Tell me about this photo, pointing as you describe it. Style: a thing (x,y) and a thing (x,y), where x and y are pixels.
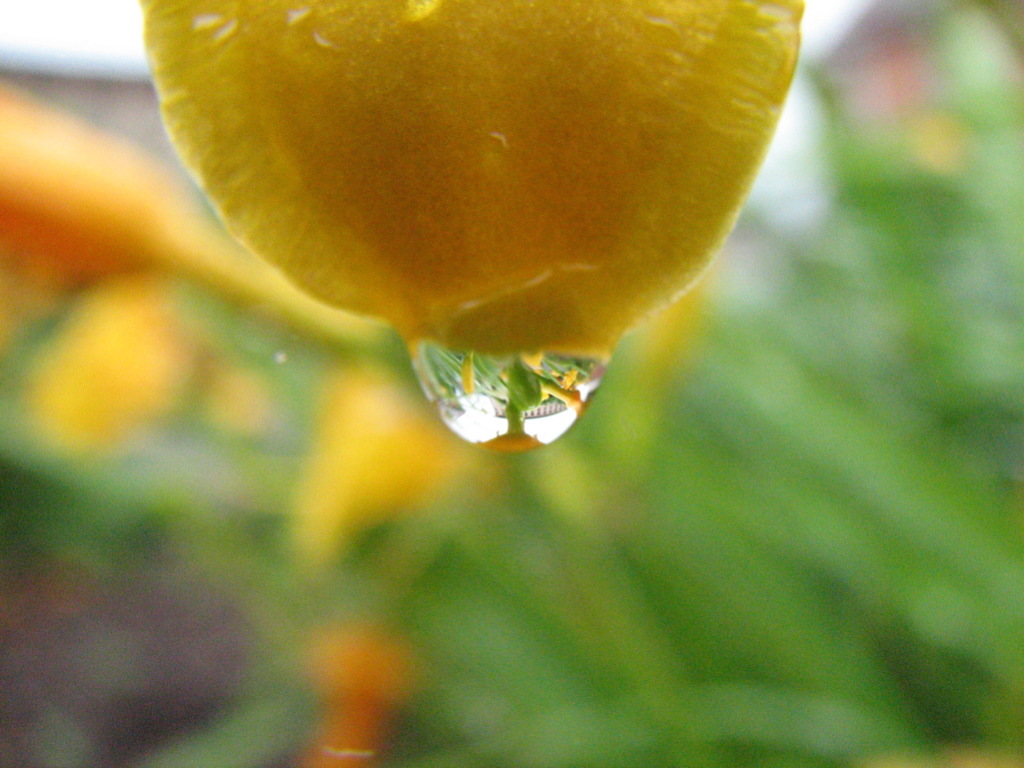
In this image in the foreground (608,114) it looks like a fruit (347,104), and from the fruit (560,343) there are some water droplets (488,376) coming out and the background (141,235) is blurred.
